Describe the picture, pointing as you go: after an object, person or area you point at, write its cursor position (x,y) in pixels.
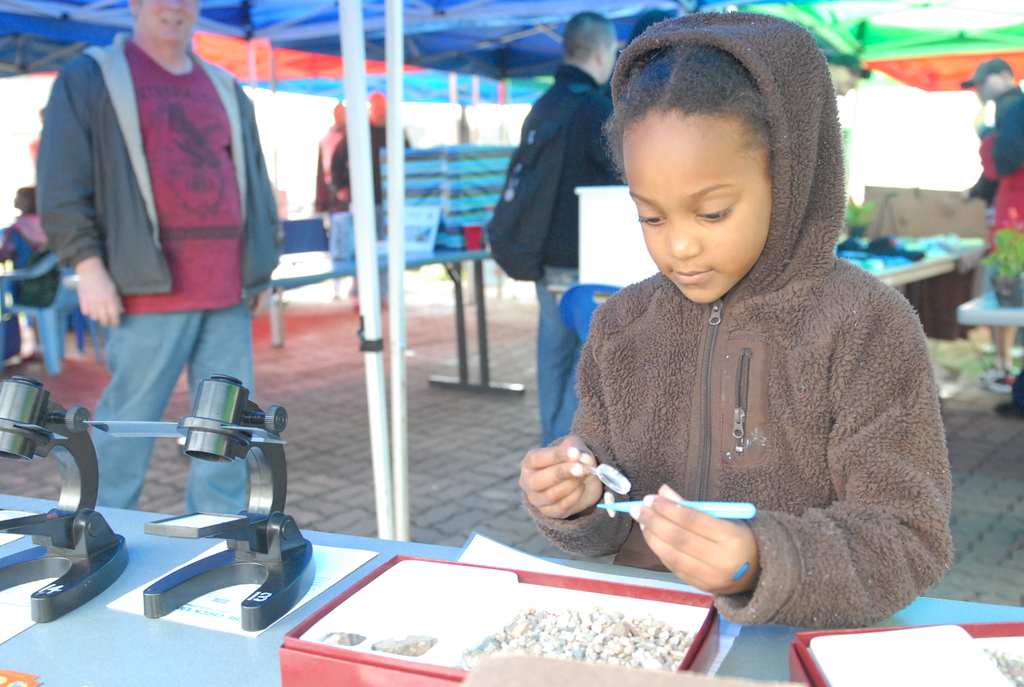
This picture describes about group of people (770,319), they are all under the tent (478,60), on the left side of the image (76,423) we can see microscopes (83,482), few boxes (466,570) and other things (187,612) on the table (147,649), in the background (60,305) we can find few plants (1011,292), tables (459,253) and chairs (581,288).
